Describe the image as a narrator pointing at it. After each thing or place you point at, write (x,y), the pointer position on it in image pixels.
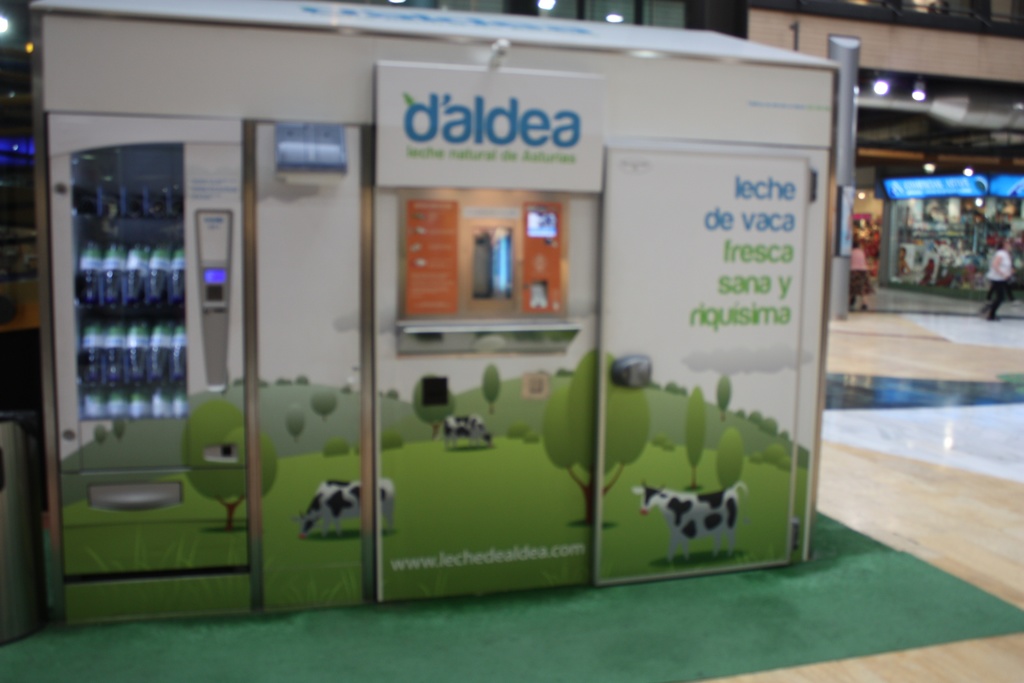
In this picture we can see a vending machine (348,263), in the background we can find few people (852,261) and lights (967,170).
